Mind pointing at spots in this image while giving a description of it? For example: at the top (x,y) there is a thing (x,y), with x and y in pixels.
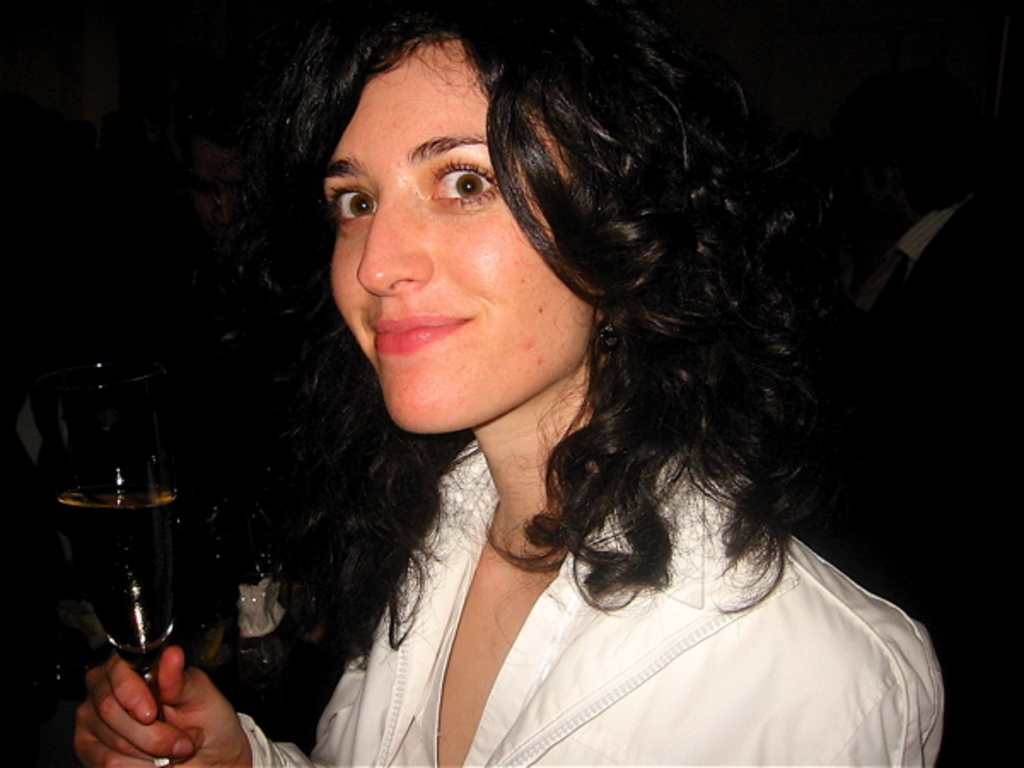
A woman (334,724) is wearing a white color dress (364,755), smiling and holding a wine glass (58,497).
